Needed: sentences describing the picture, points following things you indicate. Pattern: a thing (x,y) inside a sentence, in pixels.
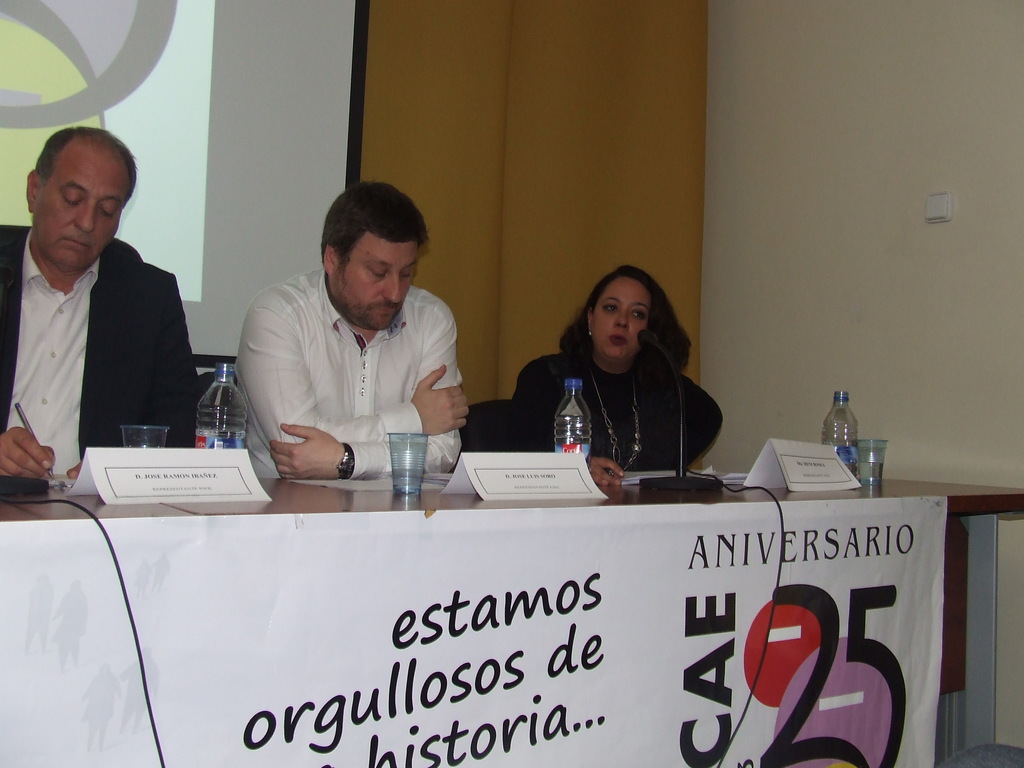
In this picture we can see three persons (8,444) sitting on a chair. There is a woman (692,453) on the right side (697,408) and she is speaking on a microphone (645,344). This is a wooden table (342,497) where a water bottle (211,446), a glass (423,441) and name plate (190,460) are kept on it. In the background (172,202) we can see a screen (197,44).
